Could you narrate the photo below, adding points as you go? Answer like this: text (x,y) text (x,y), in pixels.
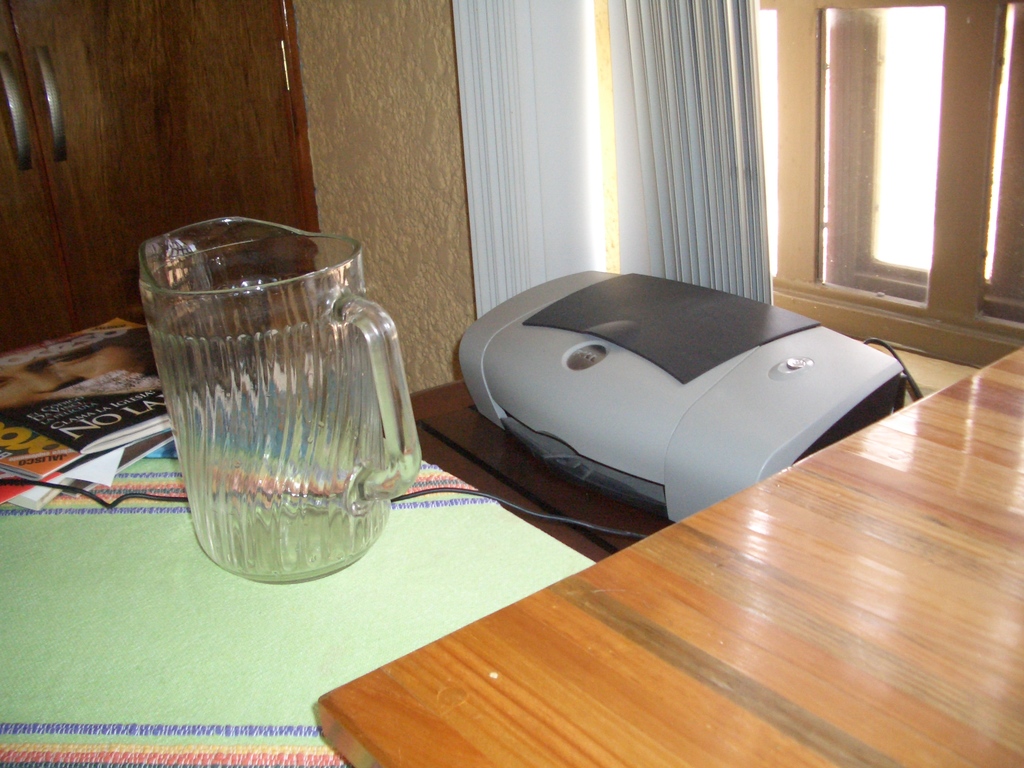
This is a table (206,600) covered with green color cloth (164,628). These are the magazines (132,446), glass jar (219,344) and machine (643,377) placed on the table (418,627). This is a another wooden table (758,599). This looks like a window door (888,150). I think these are the curtains (697,172) hanging. This is a door (281,163) with a door handle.
